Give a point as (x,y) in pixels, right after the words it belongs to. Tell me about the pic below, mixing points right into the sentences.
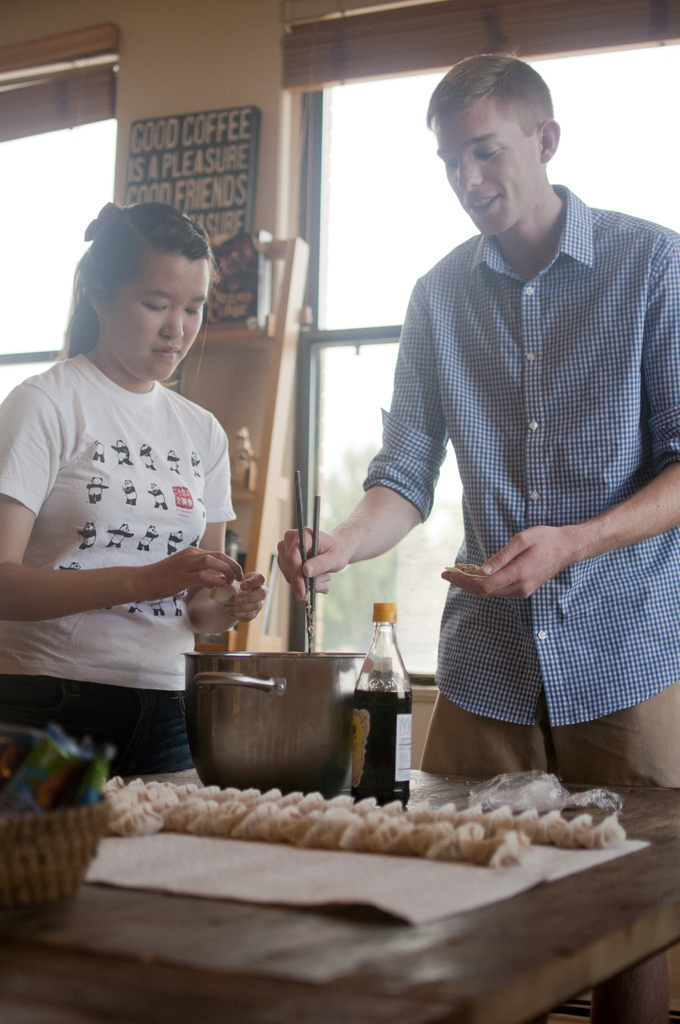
In this image i can see a woman (126,468) and a man (530,281) standing, man (514,281) doing some work in a bowl (291,721) there a bottle (386,722) and food (457,840) on a table (482,957) at the back ground (240,161) i can see a board (239,117), a wall (243,81) and a window (340,152).
